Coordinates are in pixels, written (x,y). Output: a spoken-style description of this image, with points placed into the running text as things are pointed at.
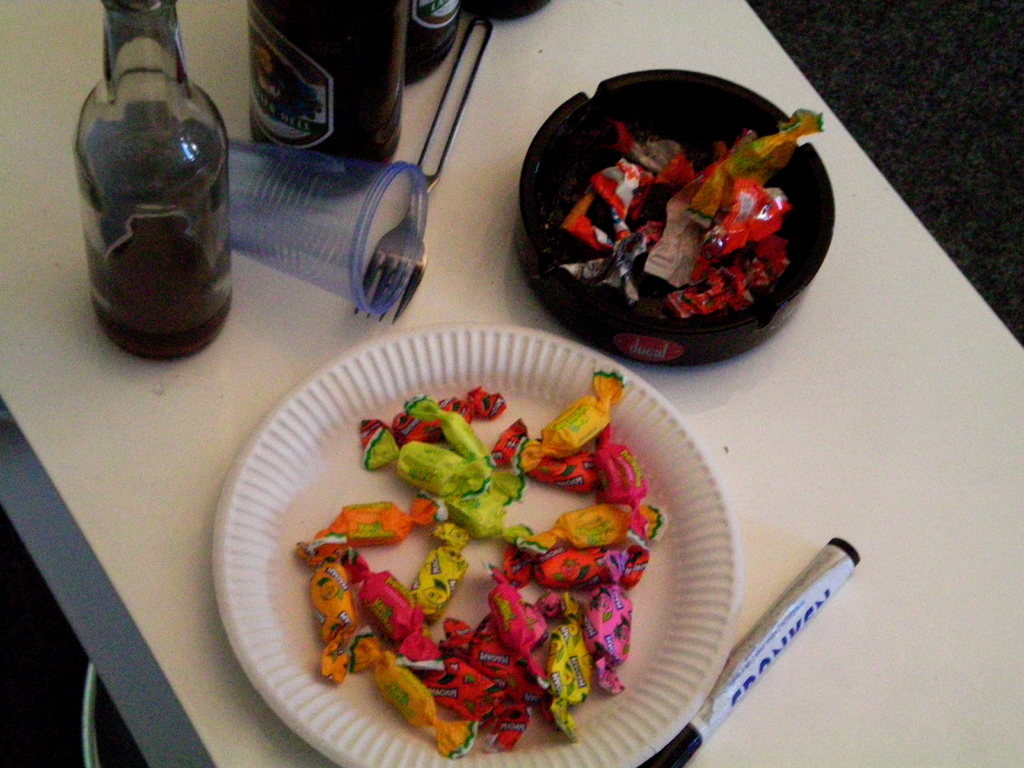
Some candies (445,488) on plate (713,522), a marker (776,642), a fork (417,276), a disposable glass (275,218) and some bottles (299,68) are on a table (742,49).
